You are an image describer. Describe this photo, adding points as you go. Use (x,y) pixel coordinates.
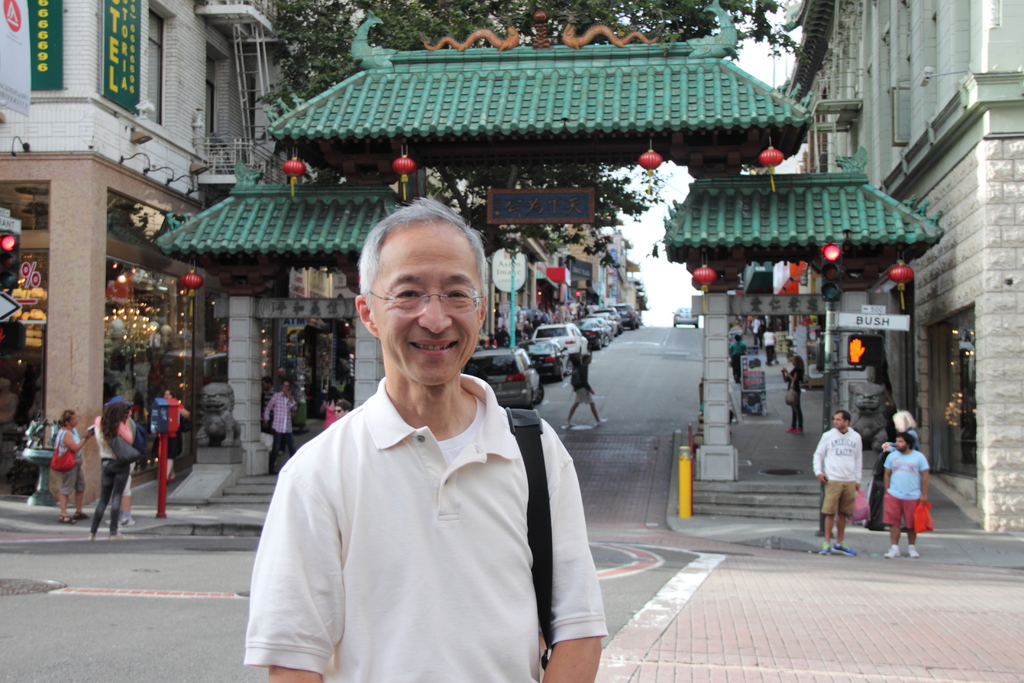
In the foreground of this image (433,522), there is a man (442,517) wearing a bag (534,499) and posing to a camera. In the background (708,196), there is an entrance arch (533,125), few people (822,471) standing and walking on the side path (184,476), and building (175,100) on either side to the road (650,346). We can also see few vehicles (595,325) on the road (673,332). At the top (758,65), there is the sky (764,46) and a tree (493,18).
